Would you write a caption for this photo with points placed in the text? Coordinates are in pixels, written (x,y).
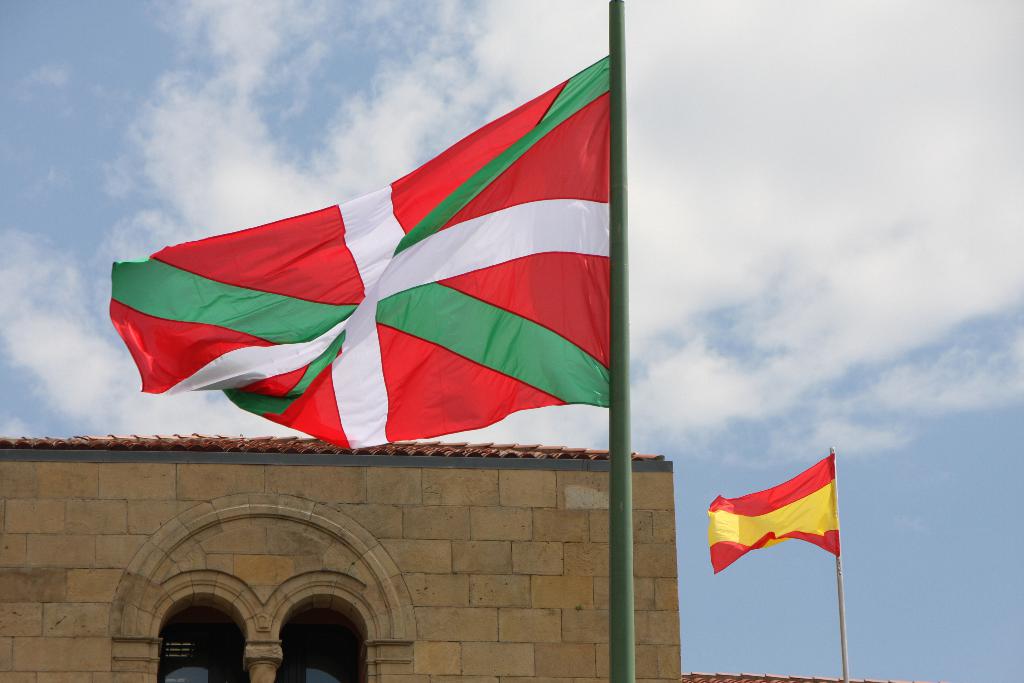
In this image I can see a building (583,479), two poles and two flags (449,386). In the background (885,11) I can see clouds (764,22) and the sky (675,29).
